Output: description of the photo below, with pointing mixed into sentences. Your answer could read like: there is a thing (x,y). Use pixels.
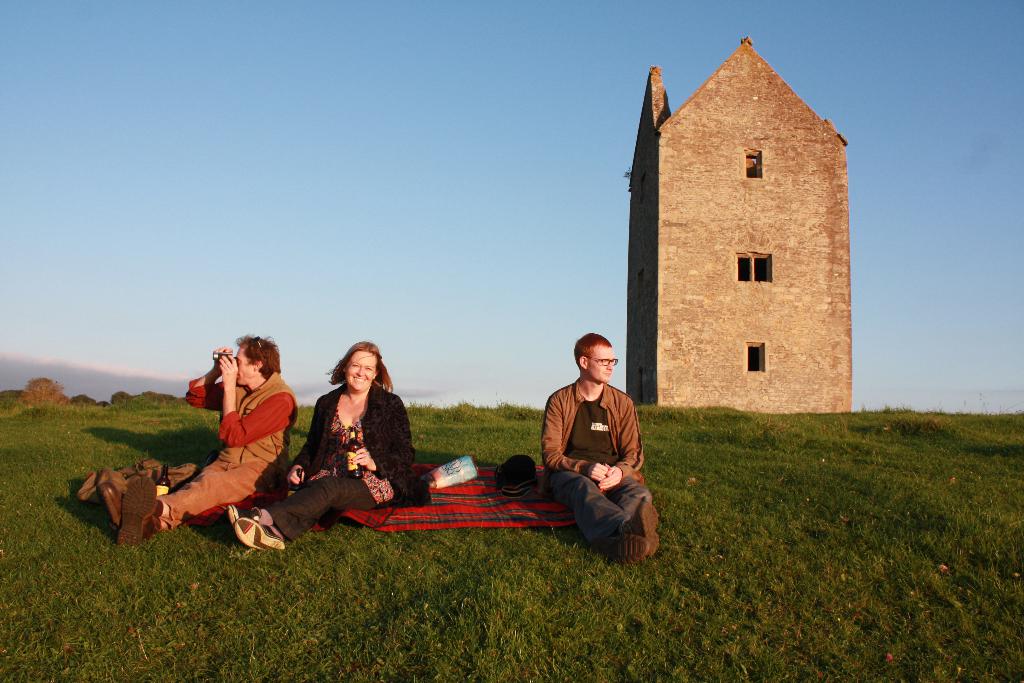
In the picture there are three people (346,431) sitting on the grass (559,585) in the front (514,524) and behind them there is some architecture (776,378).
